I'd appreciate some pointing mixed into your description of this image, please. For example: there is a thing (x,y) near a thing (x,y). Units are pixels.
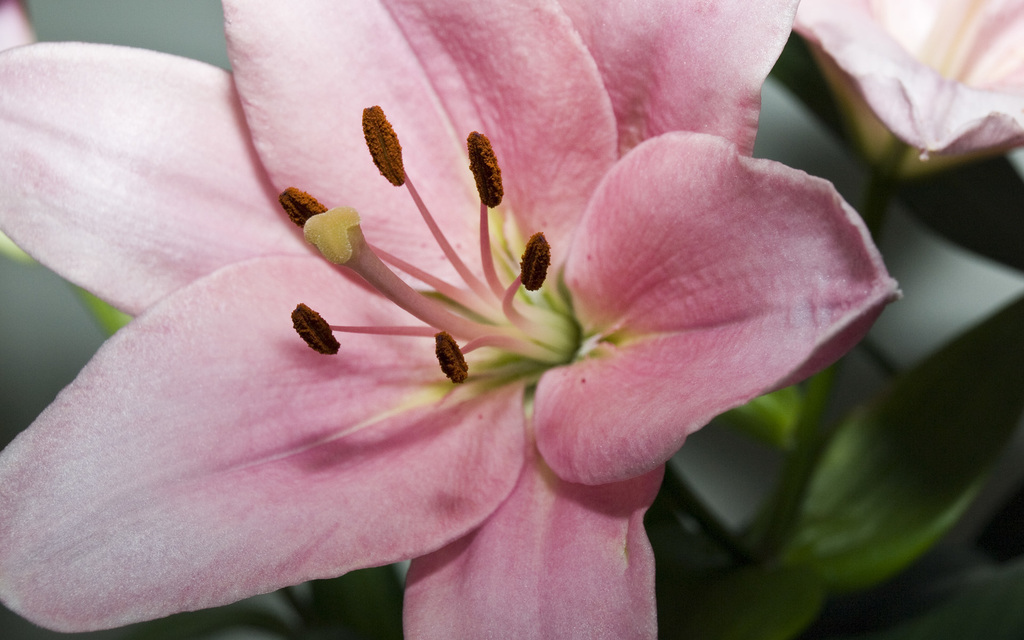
In this picture there is a flower (584,393) and the background (948,322) is blurry.
